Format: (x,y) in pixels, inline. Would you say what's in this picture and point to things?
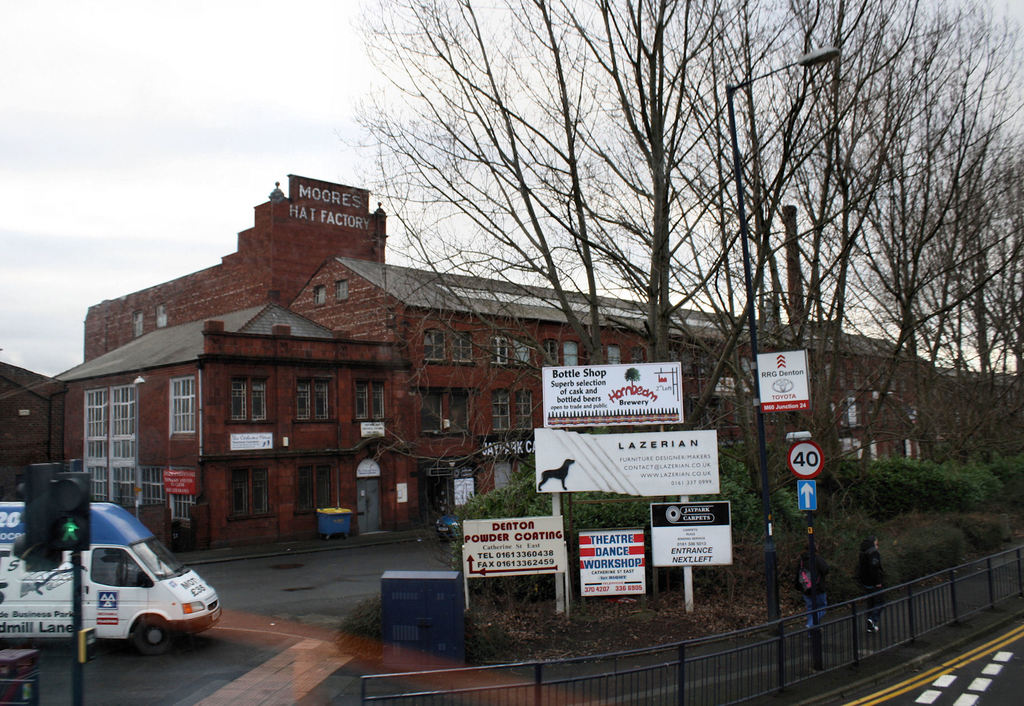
In this picture there is a building (191,379) in the center (543,360) and in front of the building (434,343) there are dry trees (718,340), and there are banners (574,467) with some text (519,532) written on it. In the front (734,638) there is a fence (821,626) and there are persons (880,595) on the road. On the left side (57,532) there is a pole (77,598) and there is a vehicle (129,604) moving on the road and the sky (173,143) is cloudy.
